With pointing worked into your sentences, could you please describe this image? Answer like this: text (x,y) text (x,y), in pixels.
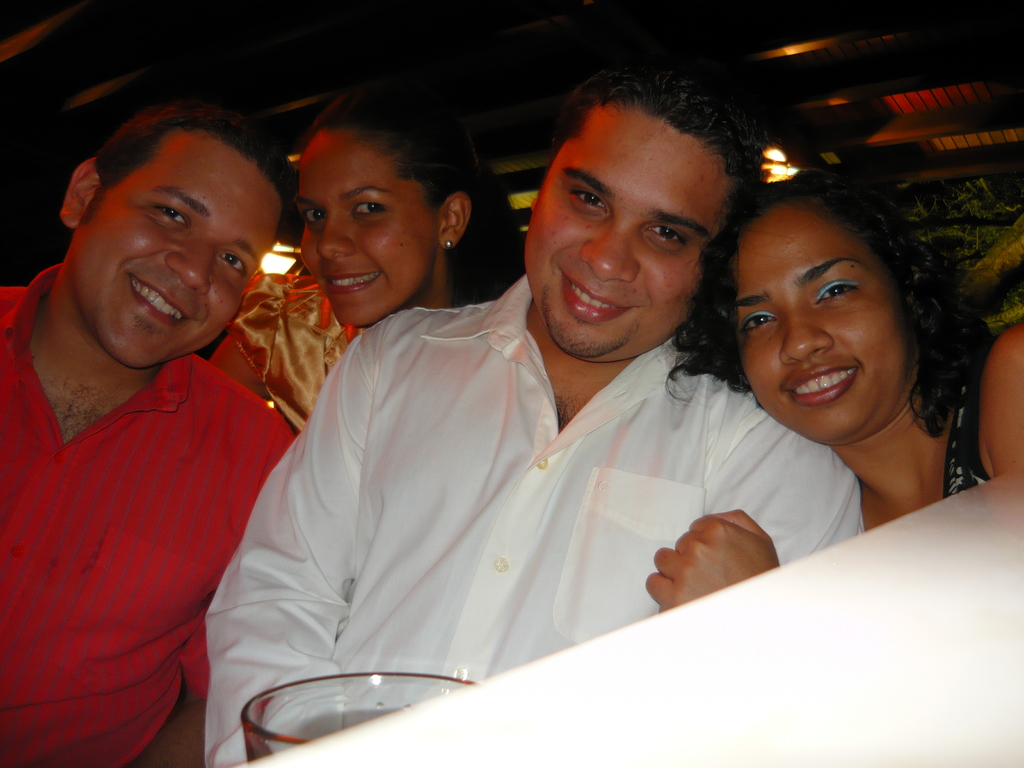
In the picture we can see two men (700,156) and two women (904,497) sitting together and smiling, the two men (492,651) are wearing red and white shirts (472,650) and behind them, we can see some light (274,255) and in front of them we can see a part of the glass (449,686) near the desk (727,624) which is white in color.
